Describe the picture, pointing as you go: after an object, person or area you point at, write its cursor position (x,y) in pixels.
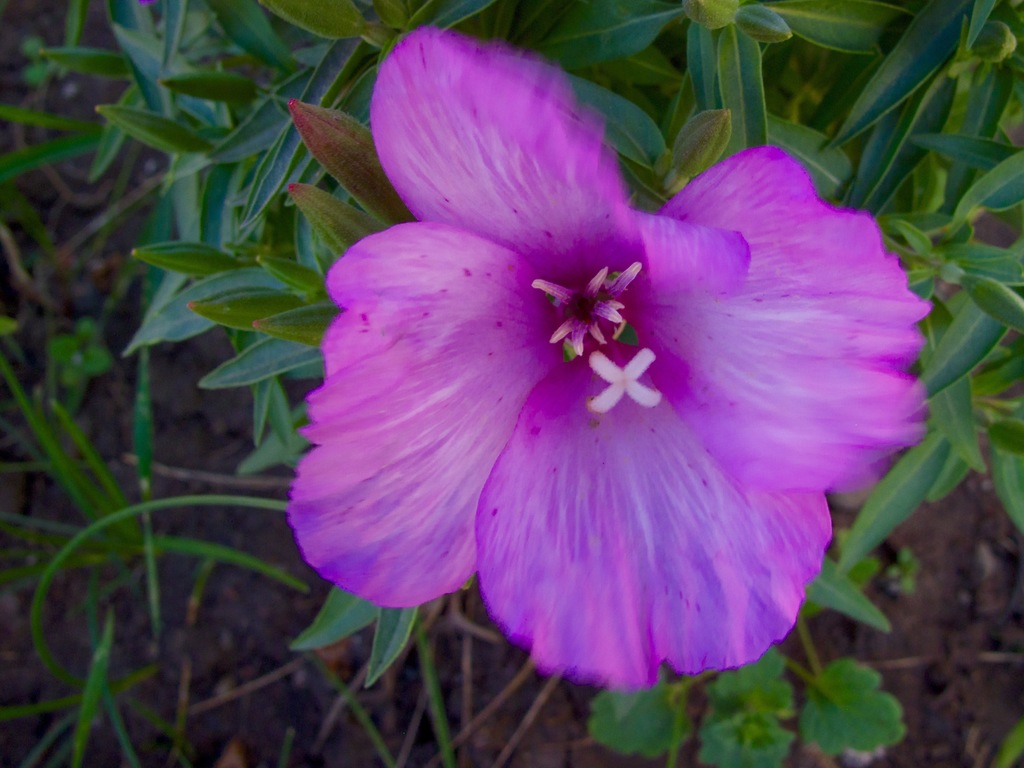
In this picture we can see a purple color flower (498,315) and some leaves (739,78) here, we can see petals (828,217) of the flower (731,382).
